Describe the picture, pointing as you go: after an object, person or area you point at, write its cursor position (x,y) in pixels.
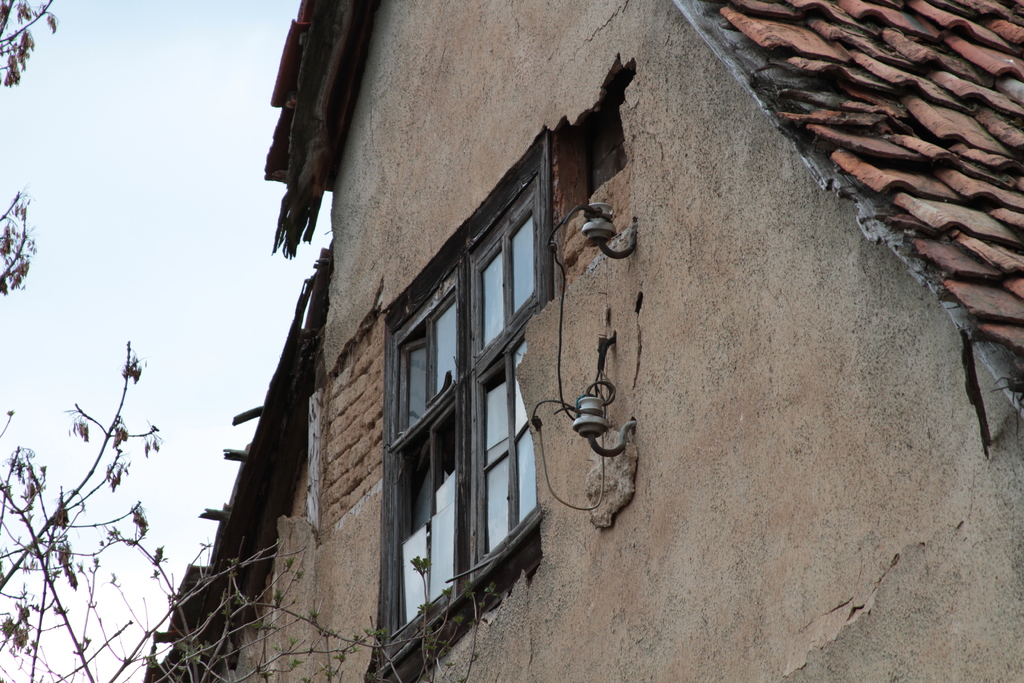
In this image there is a house (509,437) with a window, tree (390,668), and in the background (199,211) there is sky (167,270).
